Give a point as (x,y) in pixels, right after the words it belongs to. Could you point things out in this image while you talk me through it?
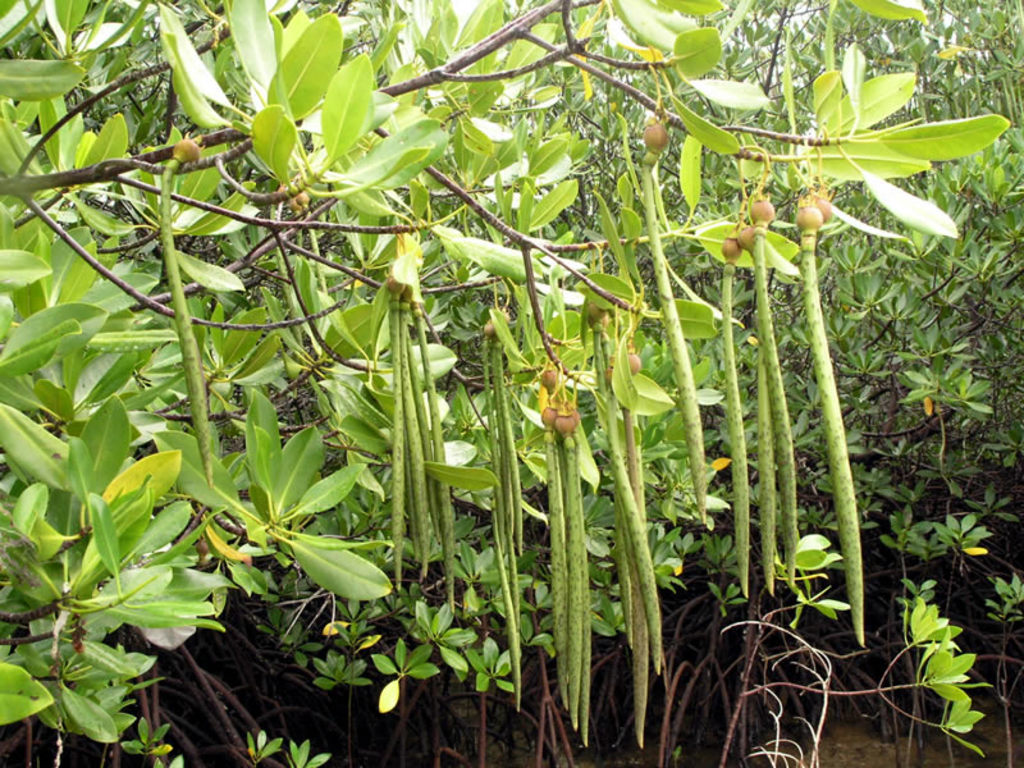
In this image I can see many plants (564,313) and trees (874,268) along with the fruits (563,526). At the bottom (435,755) few sticks (777,743) are visible.
